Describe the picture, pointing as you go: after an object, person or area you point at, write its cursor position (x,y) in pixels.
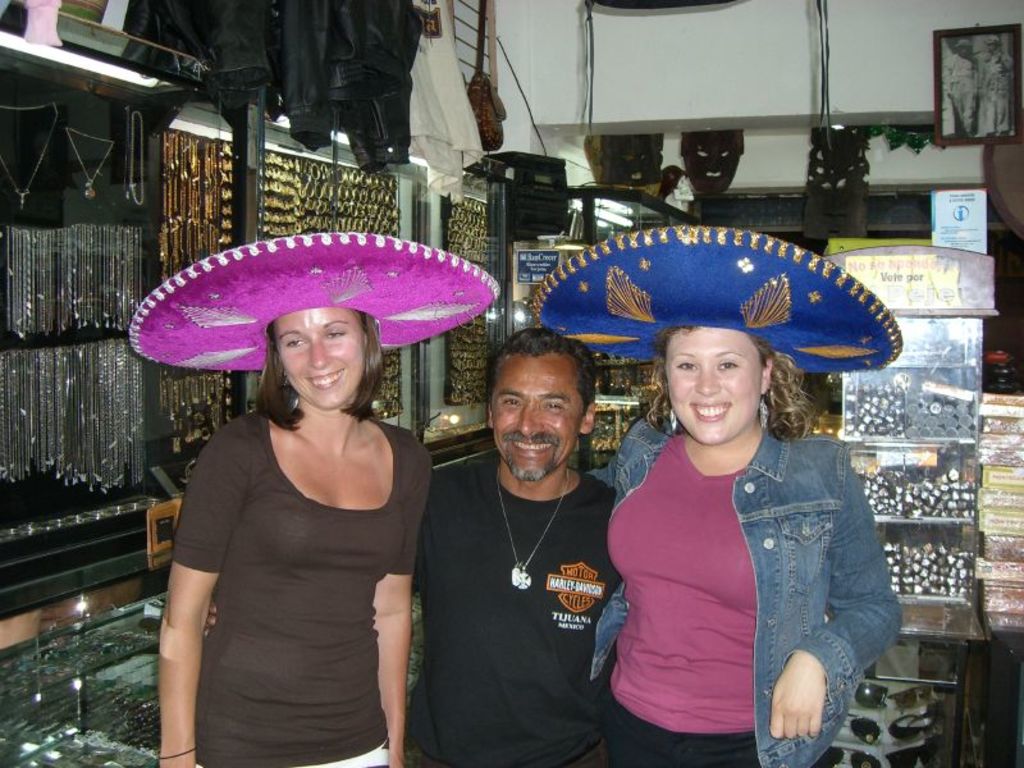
In the foreground of this image (448,478), there is a man (514,580) and two women (758,540) wearing hats (649,276). In the background (225,209), there are many jewelry items (71,367) inside the glasses (99,734) and also spectacles (902,722). At the top (318,47), there are few jackets (300,38), a frame (955,100) and few objects (716,174) on the wall (732,113). On the right (998,467), there are boxes (1019,537).
